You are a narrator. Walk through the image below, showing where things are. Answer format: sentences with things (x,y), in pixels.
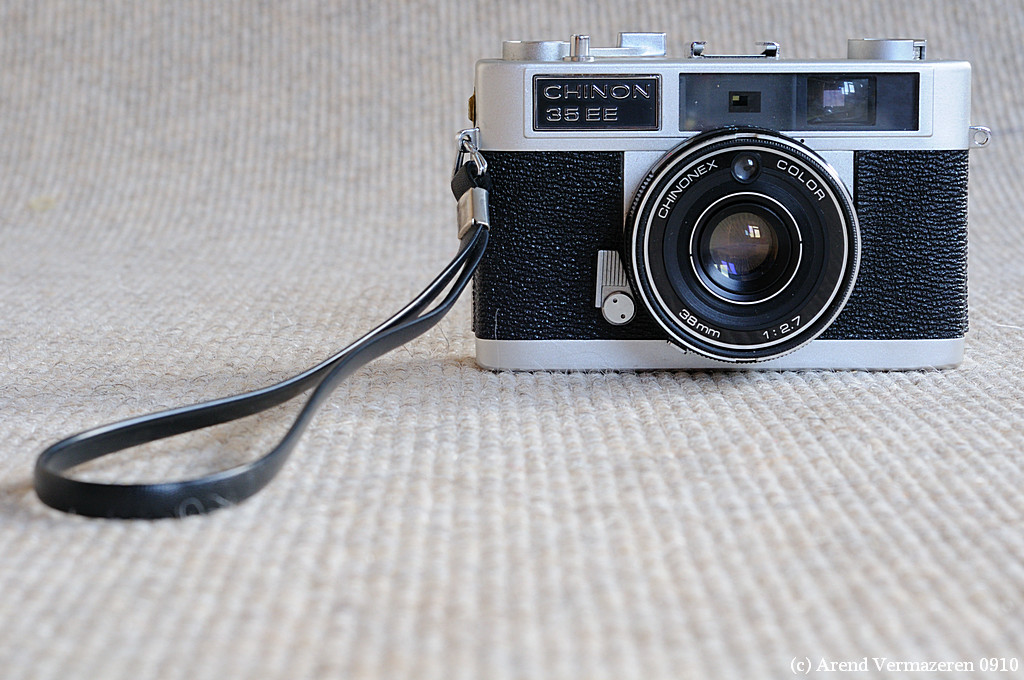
On the bottom right (1004,659), there is a watermark (966,672). On the right side (870,120), there is a gray color camera (820,242) arranged on a surface (365,433). And the background (217,62) is gray in color.
